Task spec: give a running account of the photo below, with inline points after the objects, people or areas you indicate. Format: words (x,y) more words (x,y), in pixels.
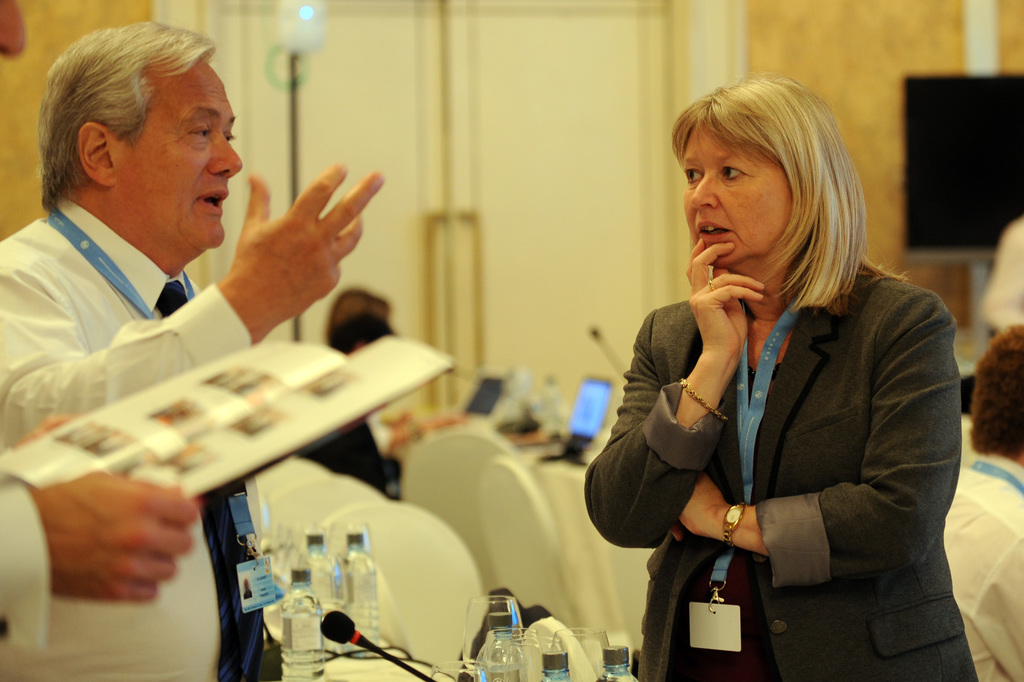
In this there is one woman (720,416) standing on the right side of this image (770,395) and there are some persons (170,319) on the left side of this image (160,334). There are some bottles (348,603) kept as we can see in the bottom of this image (309,603) and there is a Mic (362,642) in black color. There are some chairs (509,489) and tables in middle of this image (456,452). there are some persons (970,497) sitting in the background (977,470). There is a wall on the top of this image (555,217), and there is a screen (983,199) on the right side of this image (977,211).
